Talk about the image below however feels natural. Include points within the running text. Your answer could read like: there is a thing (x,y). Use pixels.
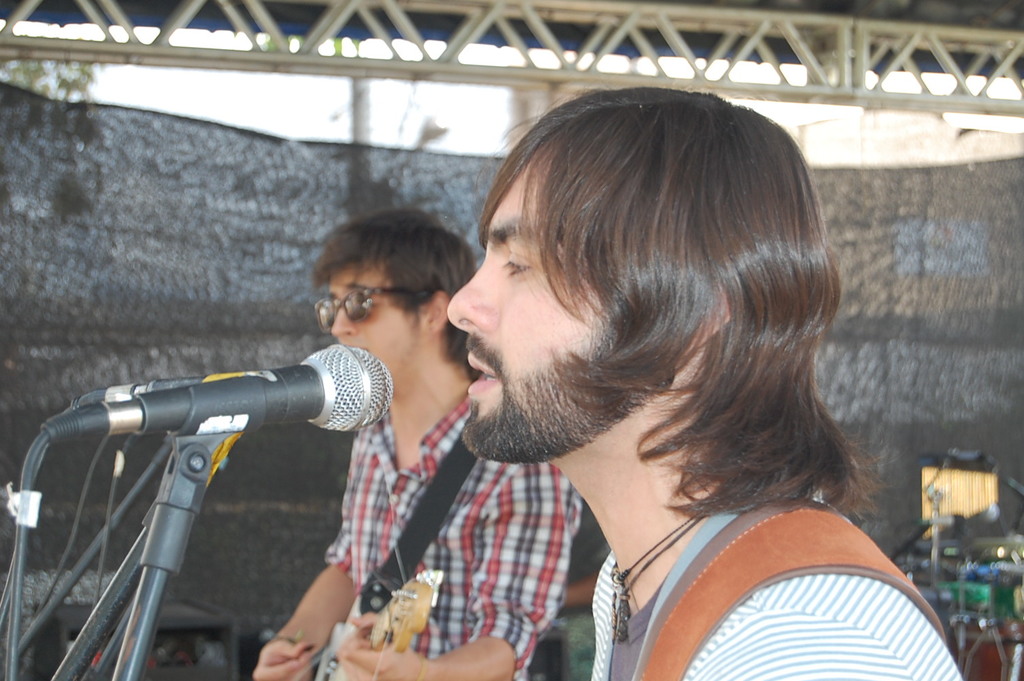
In the foreground area of this image (711,370), there is a man (726,479) in the center of the image (665,263) and there are mics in front of him and there is another man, by holding a guitar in his hand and there are musical instruments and a curtain (315,487) in the background area (313,517), there is a pole (995,108), tree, and sky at the top side (359,92).
